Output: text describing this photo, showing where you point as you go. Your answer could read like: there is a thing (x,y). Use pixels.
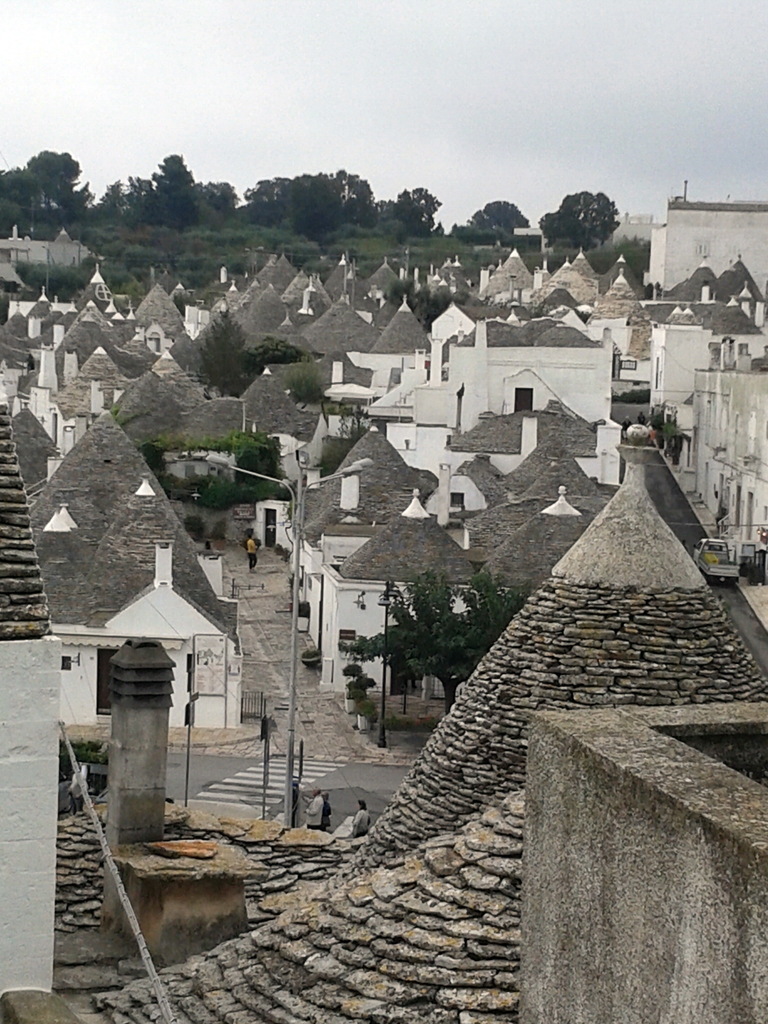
It is the color image in which there are so many stone houses (402,543) in the middle (424,400). In the background (408,220) there are trees (152,198). At the top (461,63) there is the sky (467,71). In the middle (269,679) there is a road (317,773). Beside the road (275,782) there are poles (265,792) and stones (229,844).
